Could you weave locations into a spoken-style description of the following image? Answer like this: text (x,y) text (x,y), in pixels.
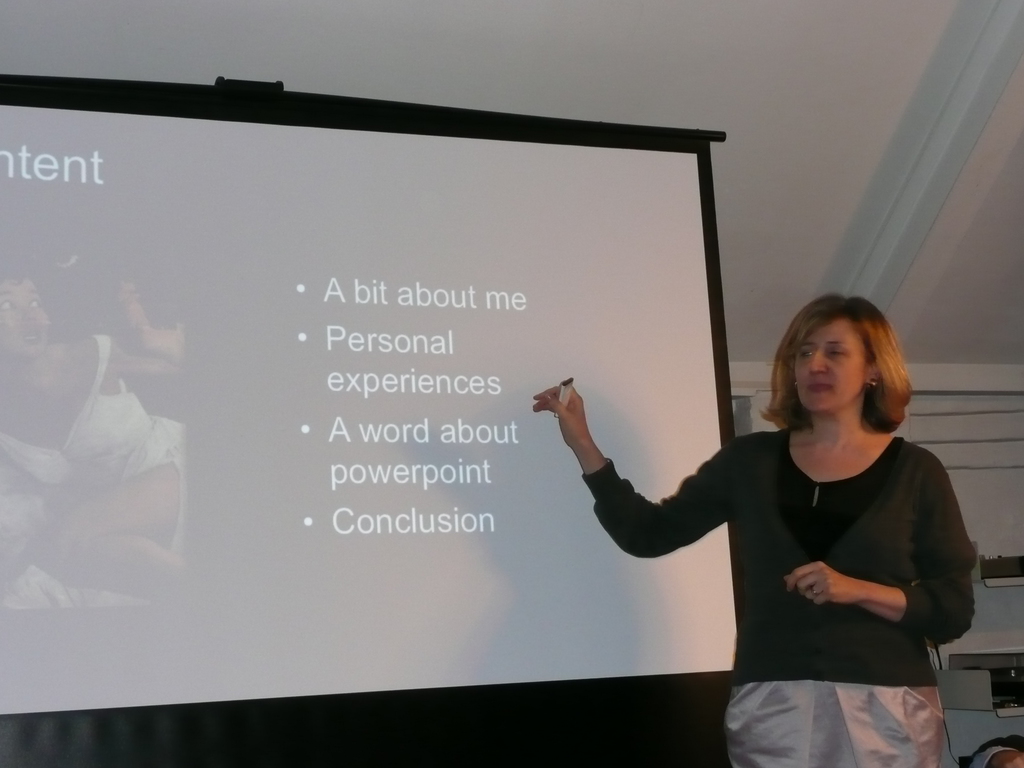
This woman (836,476) is holding an object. Beside this woman (815,571) there is a screen (423,367).
